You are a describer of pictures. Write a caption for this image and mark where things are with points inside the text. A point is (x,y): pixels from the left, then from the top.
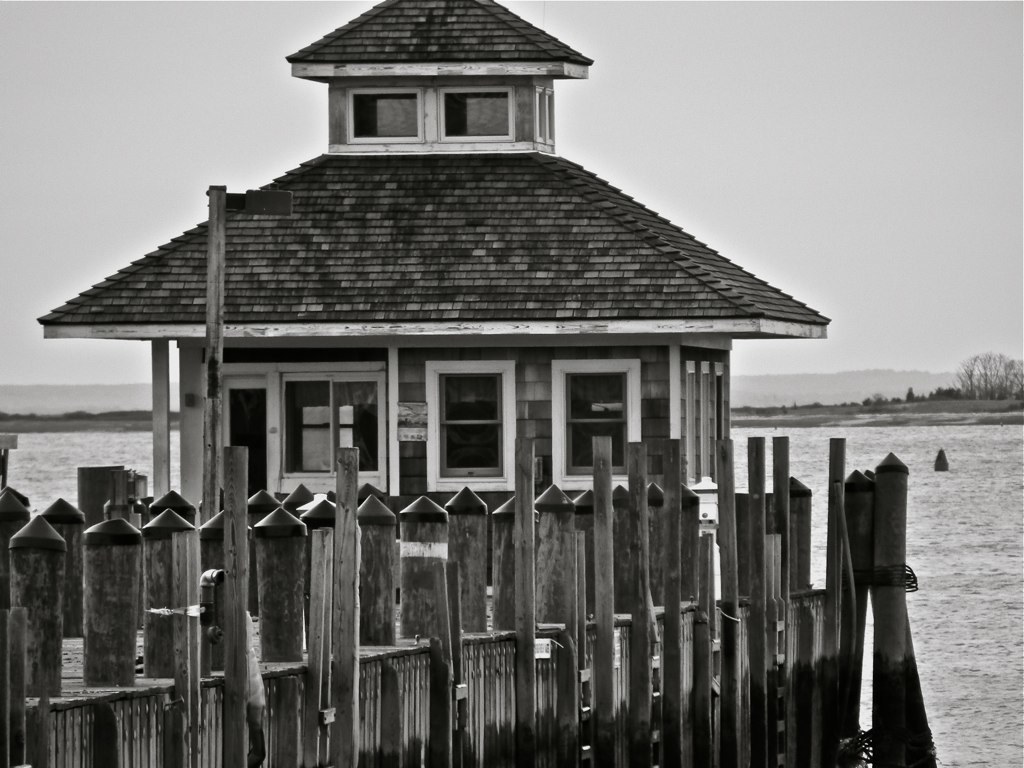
On the left side (241,269), there is a building (437,153) having roofs (439,320) and glass windows (358,98) and there is a fence (383,678). In the background (965,456), there is water (965,456), there are trees (1001,387), there are mountains (836,376) and there are clouds (715,87) in the sky (106,86).
